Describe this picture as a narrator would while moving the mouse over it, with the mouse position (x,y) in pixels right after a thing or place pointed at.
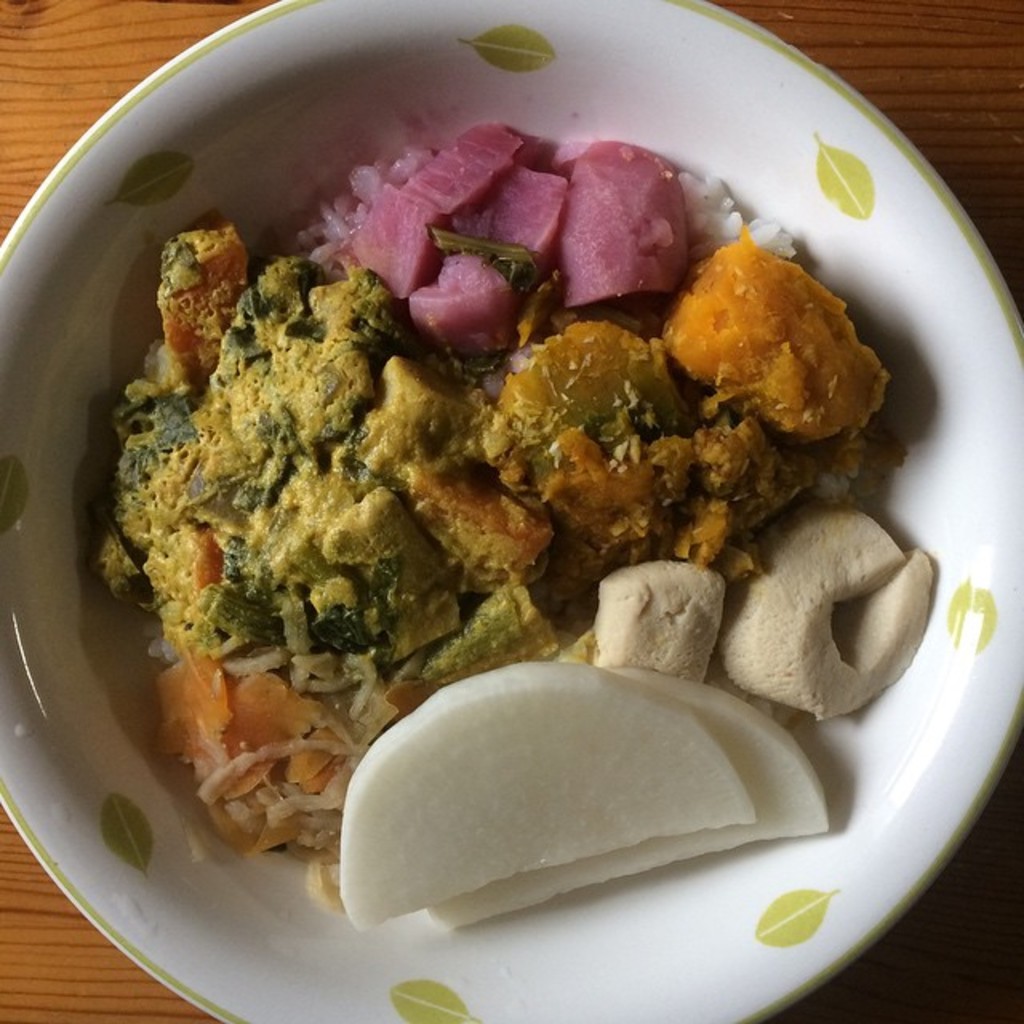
In this white bowl (745,959) there is a food (224,820). This white bowl (902,715) is kept on a brown surface (102,87).
